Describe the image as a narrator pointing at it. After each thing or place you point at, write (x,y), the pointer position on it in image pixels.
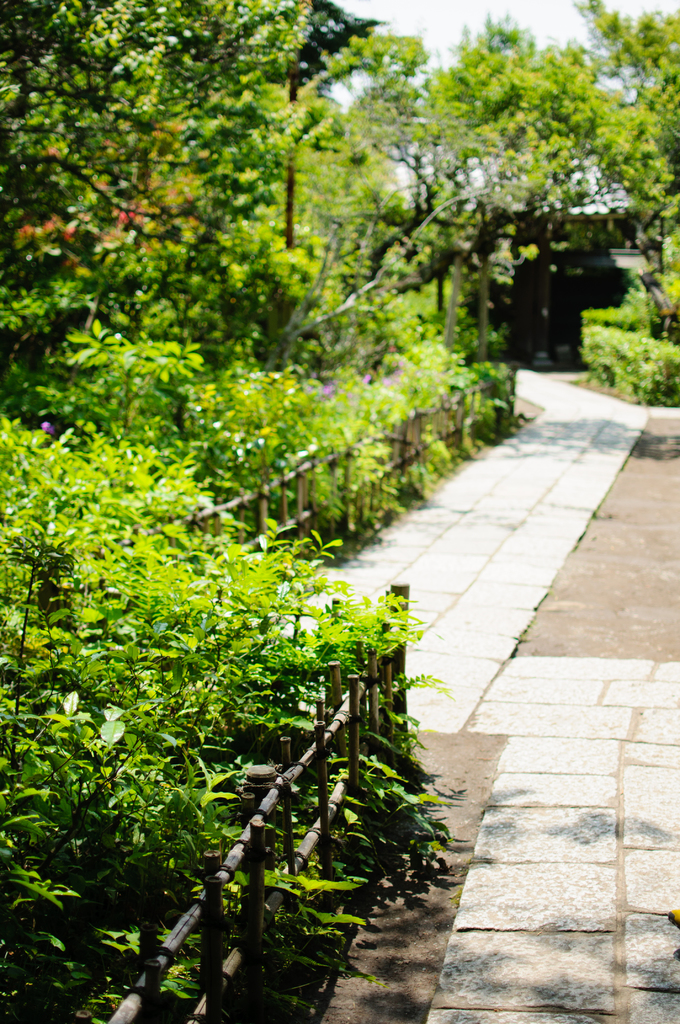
In this image I can see the ground (649,568), the path (630,712), the railing (474,400) and few trees (301,298) which are green in color on both sides of the path (519,479). In the background (541,27) I can see the sky (476,36).
